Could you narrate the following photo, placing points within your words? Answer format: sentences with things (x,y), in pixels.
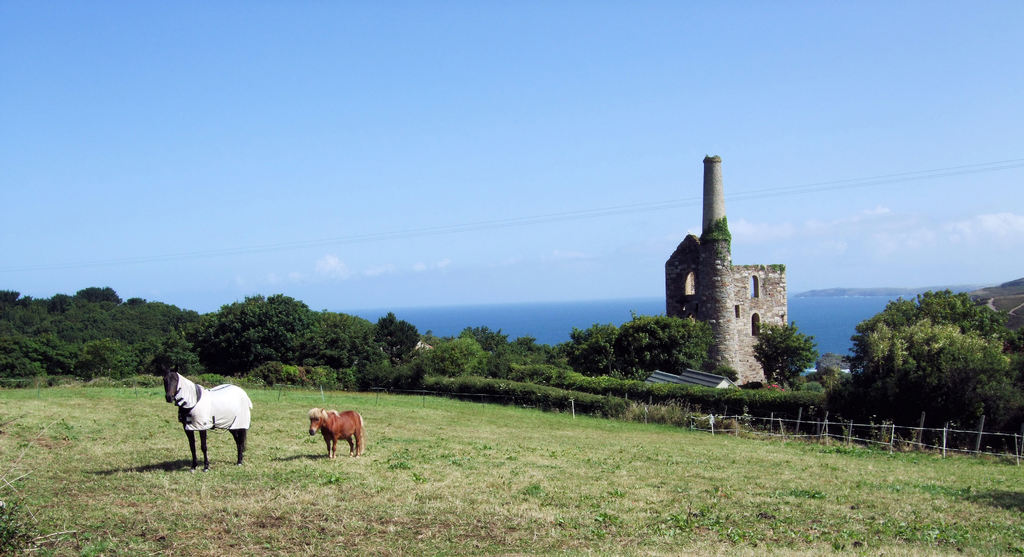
In the image we can see there are two horses (357,422) standing on the ground (465,489) and the ground (331,482) is covered with grass (367,454). Behind there are lot of trees (776,363) and there is a building (740,342) at the back (752,272).
